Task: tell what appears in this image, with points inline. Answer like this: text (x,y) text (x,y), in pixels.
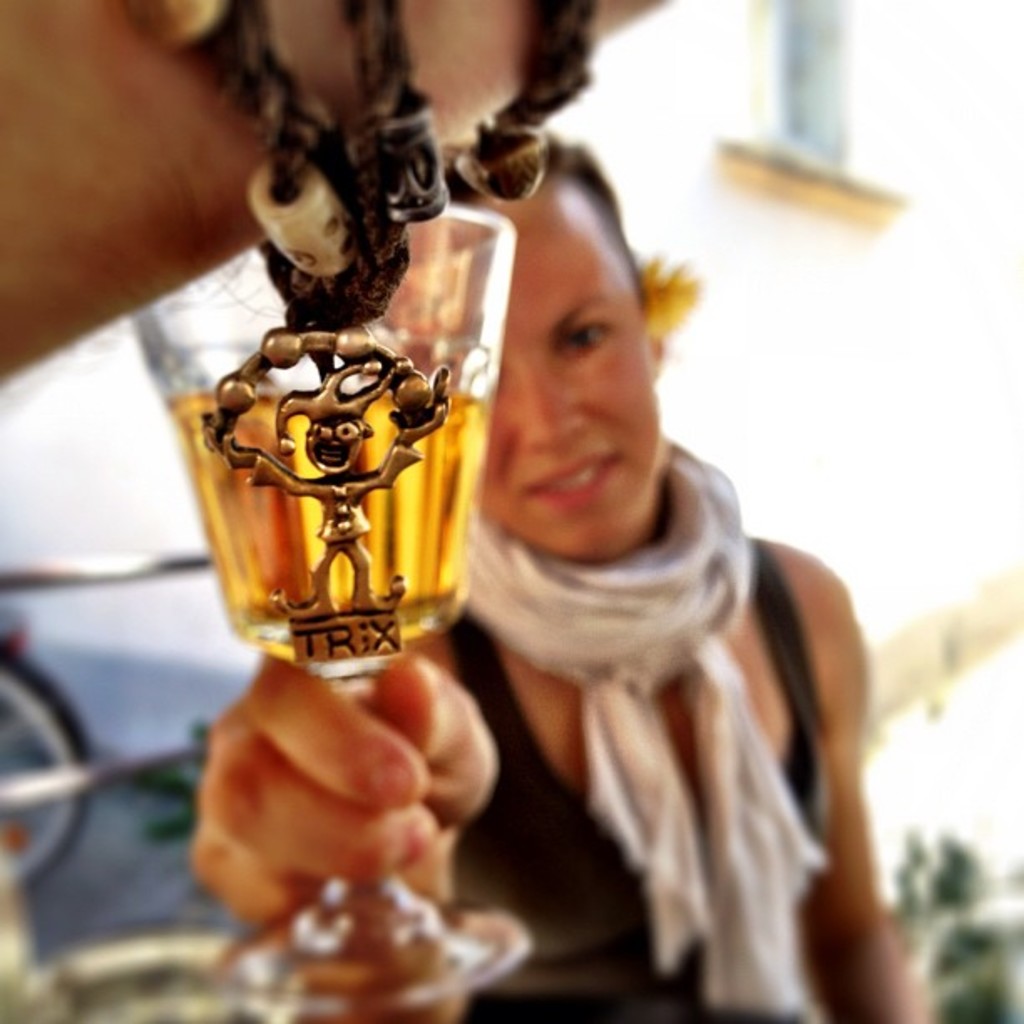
A lady (559,880) with black color dress (594,931) is sitting. Around her neck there is a stole (740,858). She is holding a glass (389,516) in her hand (330,818). And in the top left corner (315,176) we can see a hand band (298,179) with a toy (311,457).
